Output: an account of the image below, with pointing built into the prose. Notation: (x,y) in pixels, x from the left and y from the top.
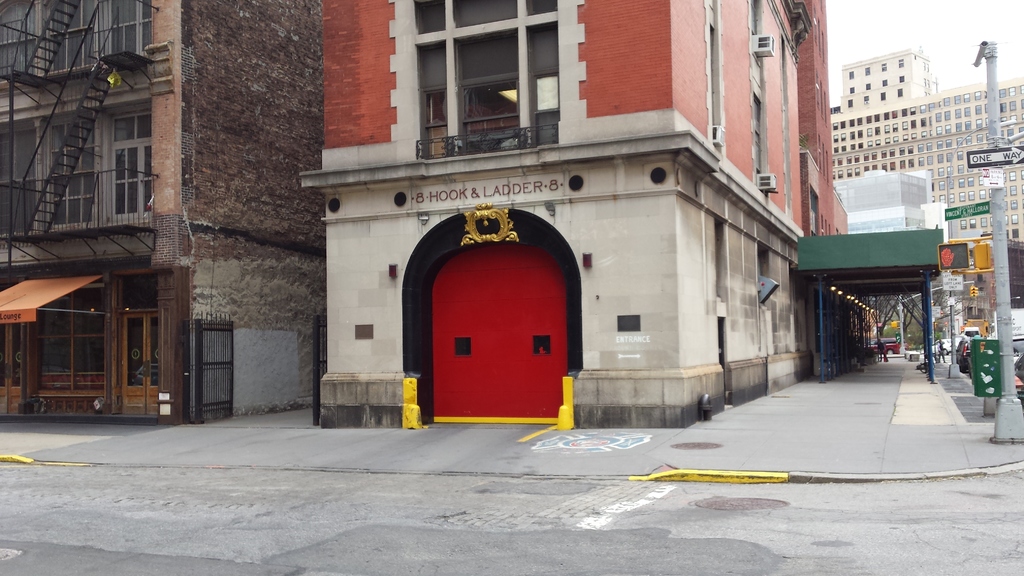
In this image we can buildings (611,194), windows (90,38), staircases (77,121), air conditioners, sign boards (1000,179), pole (1000,315), there are vehicles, also we can see the sky (899,31).
